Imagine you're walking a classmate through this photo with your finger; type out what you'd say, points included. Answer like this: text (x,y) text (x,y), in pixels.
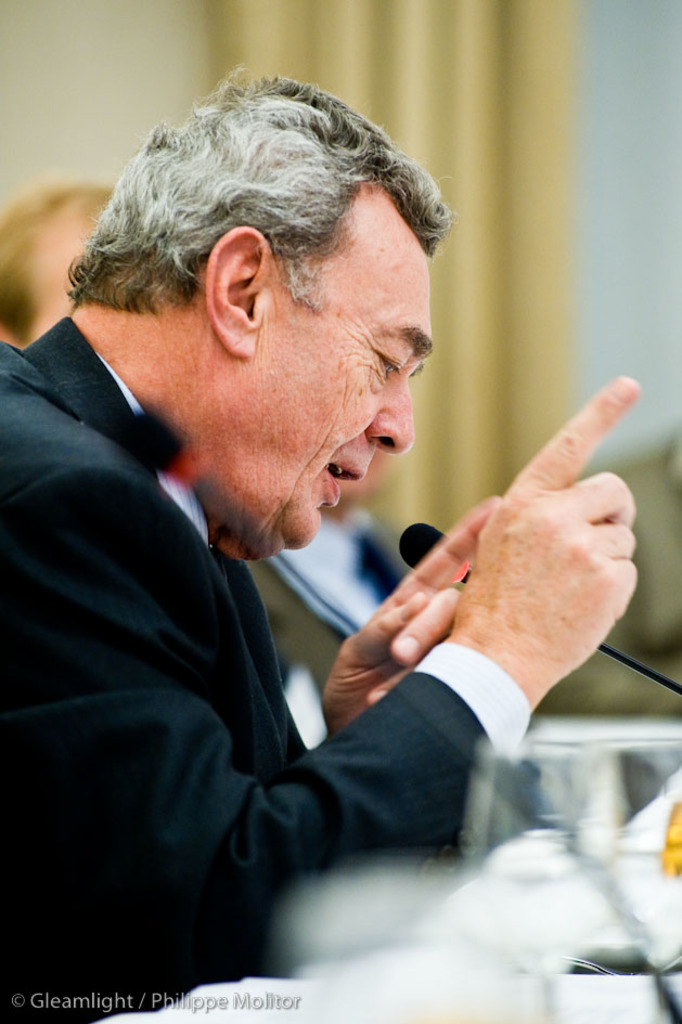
In this picture there is a man (255,306) who is wearing suit (236,801). He is sitting near to the table (480,903). On the table (621,907) we can see the mic (618,653), glass (587,754) and other objects (562,938). Beside him we can see another man (316,583). In the bottom left corner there is a watermark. In the background (640,171) we can see the cloth (556,305) and wall (643,122).
